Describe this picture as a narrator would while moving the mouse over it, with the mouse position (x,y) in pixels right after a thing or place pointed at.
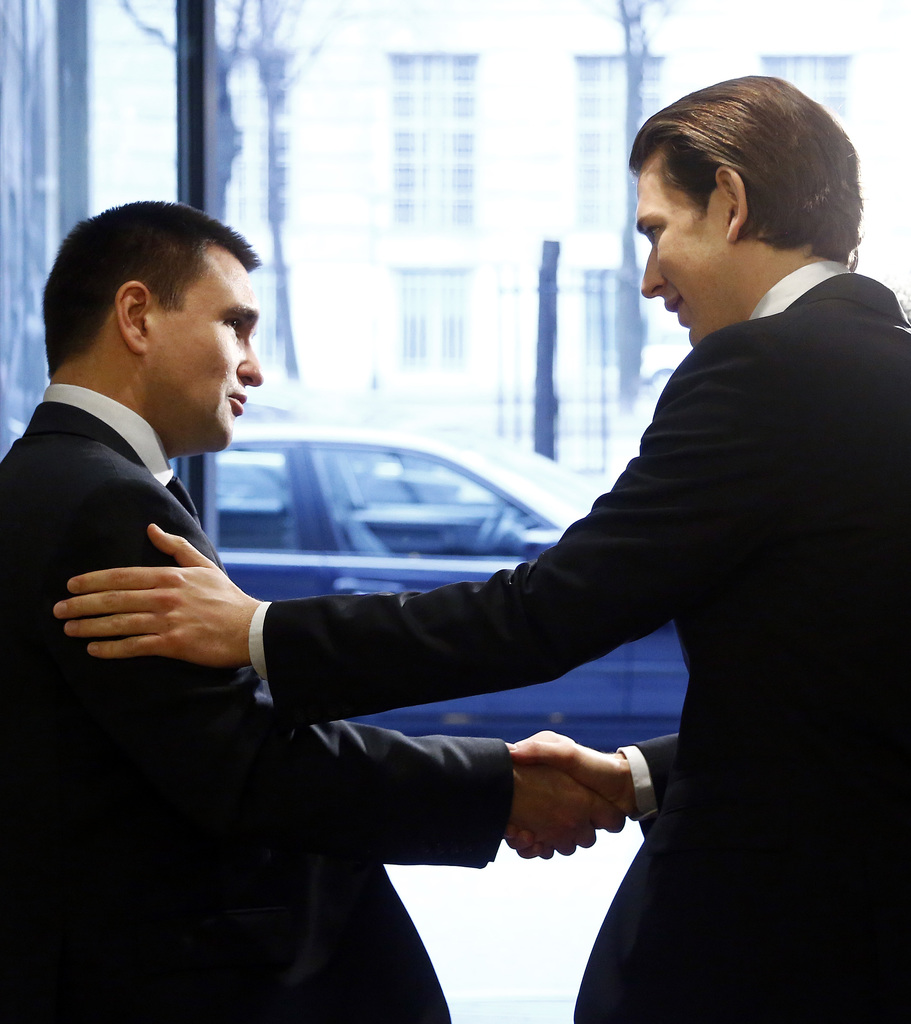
In this picture, we can see two persons (493,787) shaking their hands (530,762), and in the background (424,471) we can see some objects (432,449) like vehicle (470,449), building (537,141), poles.
